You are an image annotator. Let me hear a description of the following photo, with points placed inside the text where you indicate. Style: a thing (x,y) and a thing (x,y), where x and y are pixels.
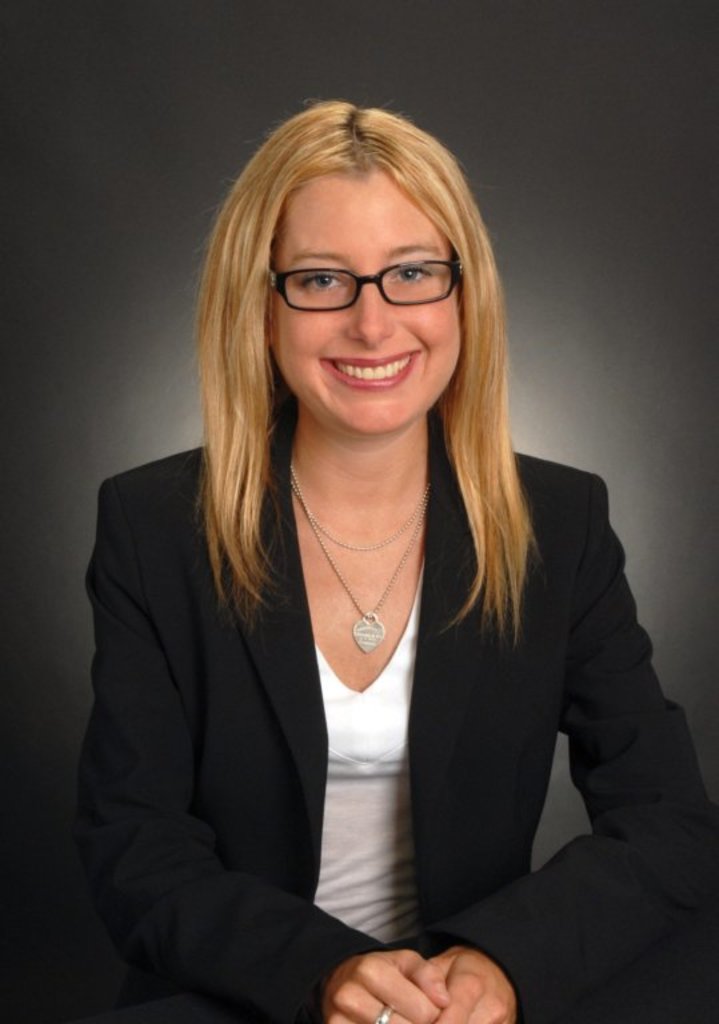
Here in this picture we can see a woman (383,548) present over a place and we can see she is wearing a black colored coat (663,813), spectacles (334,310) and smiling.
